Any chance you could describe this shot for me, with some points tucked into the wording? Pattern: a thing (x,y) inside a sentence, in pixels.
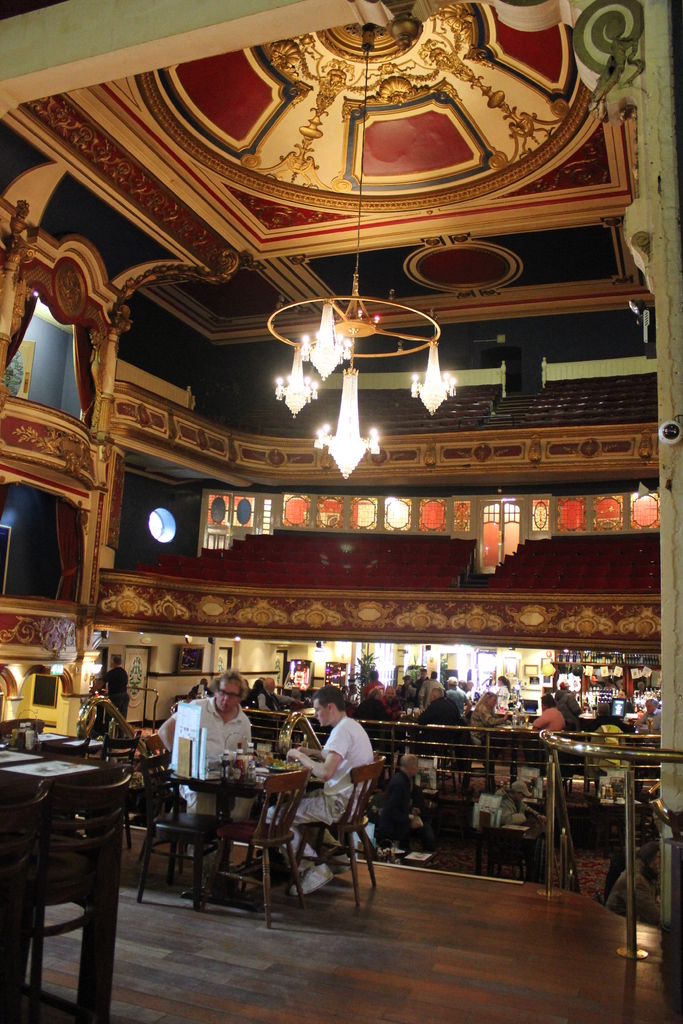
This image is taken inside a restaurant (451,868). At the center of the image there are chairs (167,750) and people (221,719) eating on the table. At the top of the image (209,330) there is a ceiling (377,77). There is light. At the bottom of the image (379,1003) there is wooden flooring (379,1003).
